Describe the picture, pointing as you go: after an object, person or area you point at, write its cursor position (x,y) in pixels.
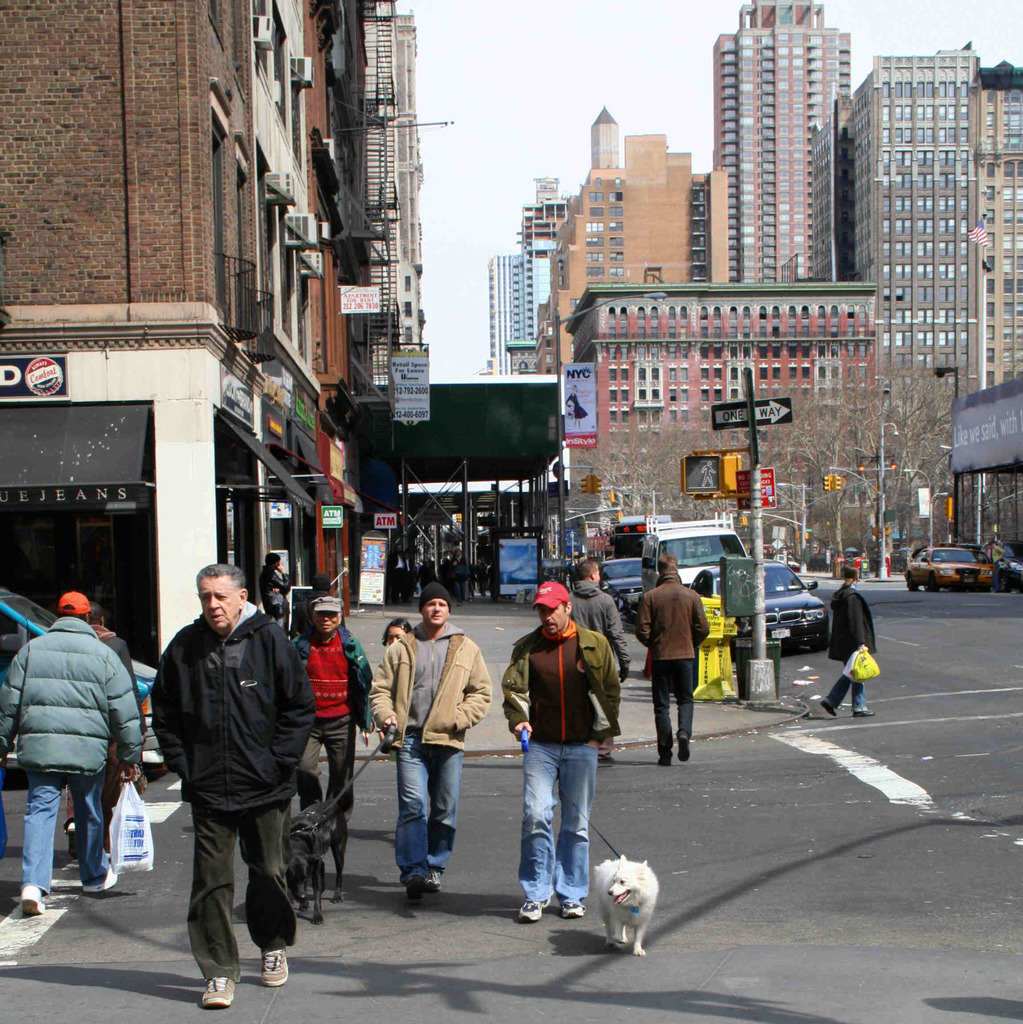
this picture shows few buildings (397,99) and few people (188,782) walking on the road (476,927) and then we see two people (429,758) holding dogs (300,837) in their hand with the help of a string (373,754) and we see a parked vehicles (641,570) and couple of trees (900,516).
